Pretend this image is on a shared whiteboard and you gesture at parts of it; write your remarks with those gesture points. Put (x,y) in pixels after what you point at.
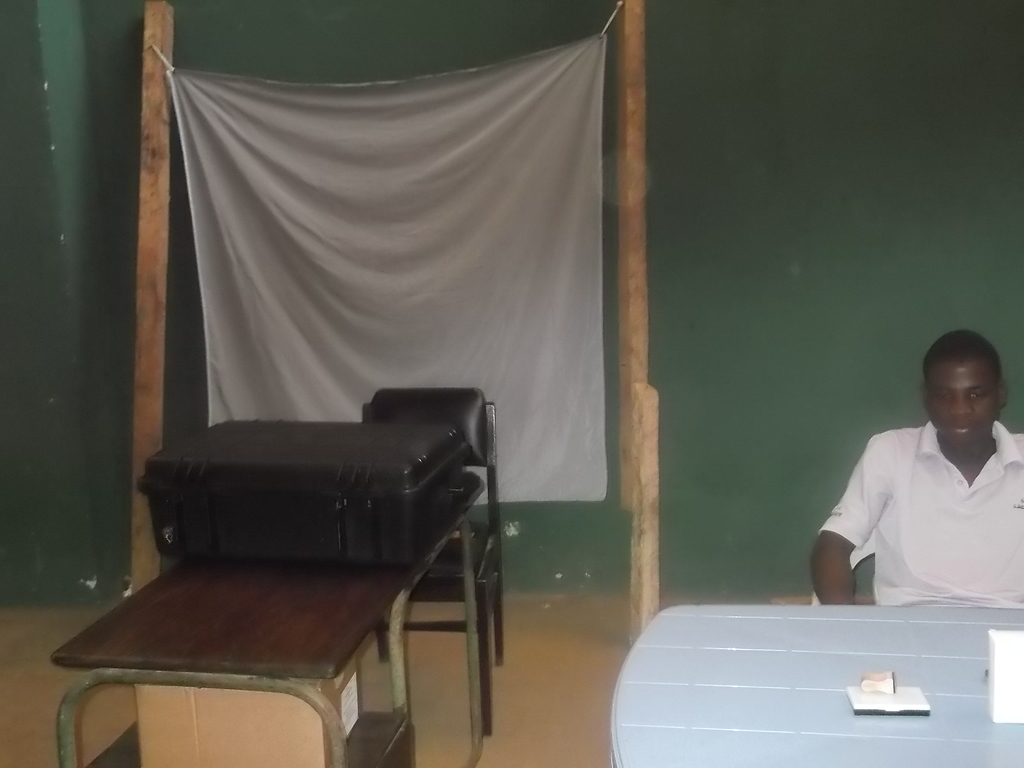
As we can see in the image there is a cloth (518,212), a man (972,489) sitting on chairs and a table (367,590). On table (366,610) there is a suitcase (347,502).
